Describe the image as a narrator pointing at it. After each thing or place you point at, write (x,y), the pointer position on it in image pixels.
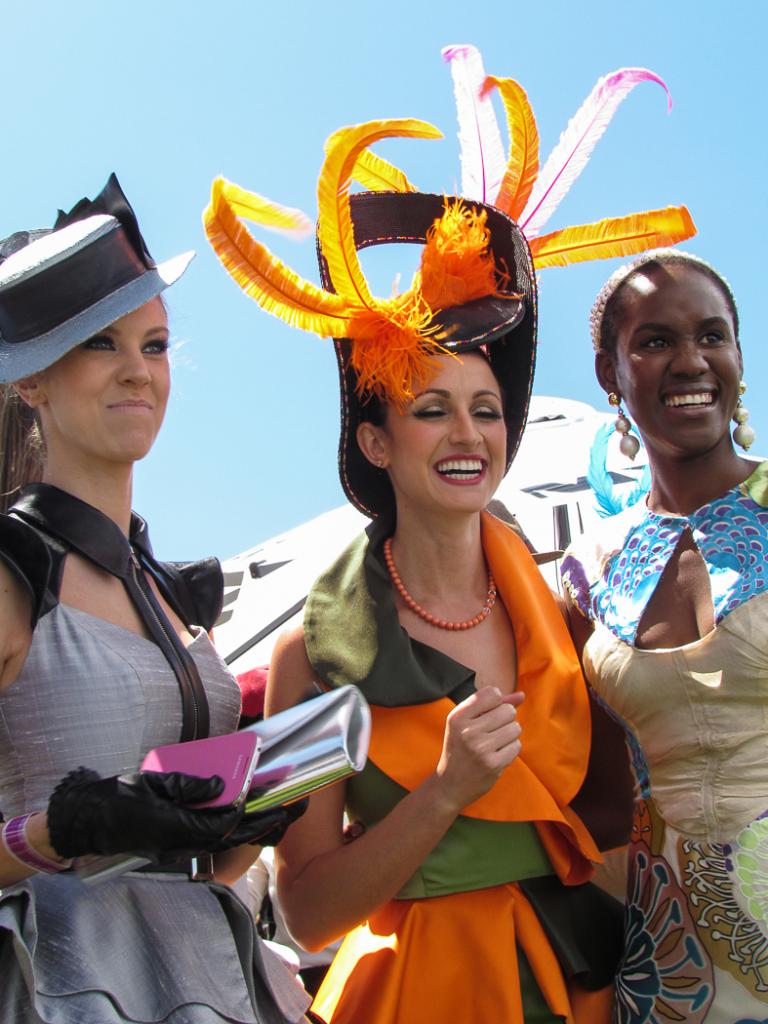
In this image, we can see three women (353,601) standing and they are smiling, at the top (181,204) we can see the blue sky (294,65).
